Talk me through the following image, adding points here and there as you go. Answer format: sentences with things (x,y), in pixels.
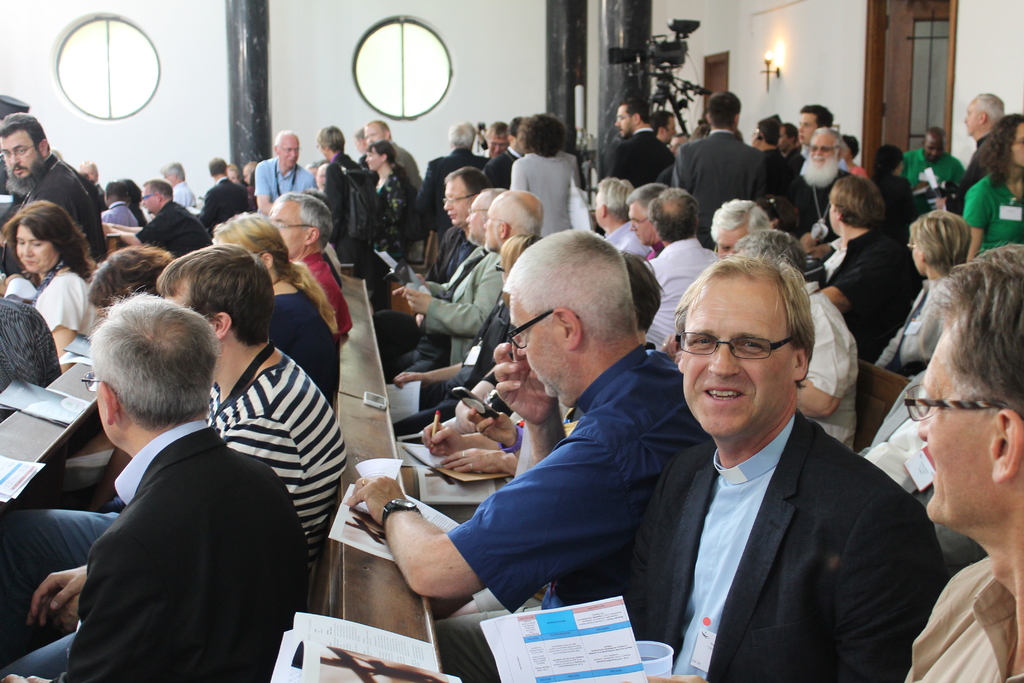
This image consists of many people (61,566) sitting in a hall (451,554). They are holding papers (355,526). In the background (312,22), there is a wall (45,26) along with pillars (635,80). To the right (686,46), there is a camera (674,67).
